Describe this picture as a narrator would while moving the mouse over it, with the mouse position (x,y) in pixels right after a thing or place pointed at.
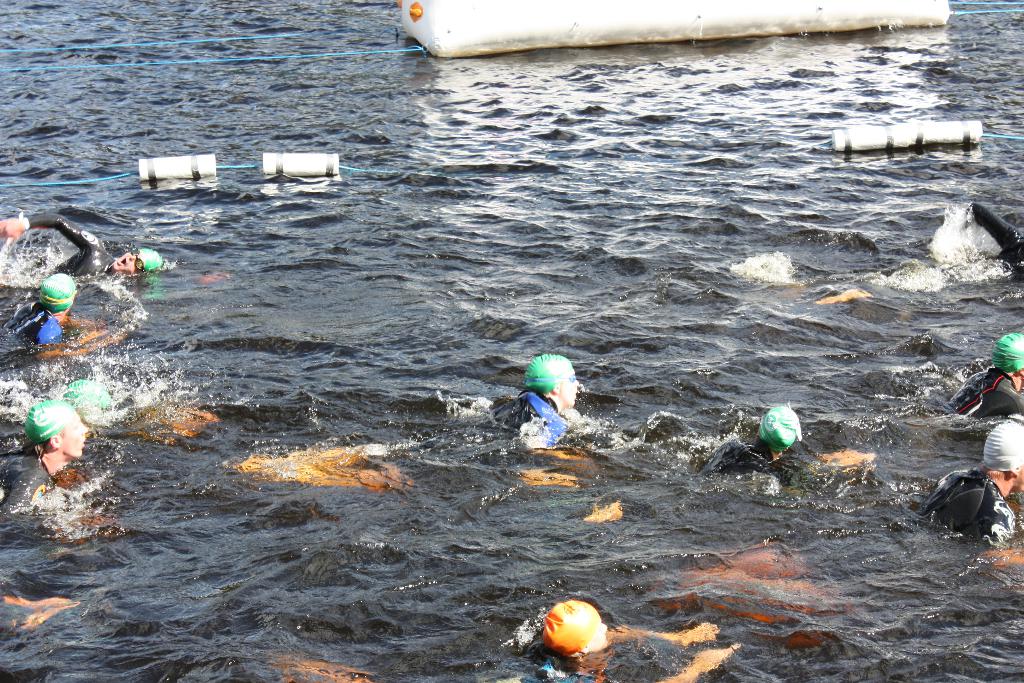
In this image we can see these people (74,263) wearing swimsuits (39,305) are swimming in the water (369,436). Here we can see some objects (487,24) which is white color are floating on the water (716,187).
